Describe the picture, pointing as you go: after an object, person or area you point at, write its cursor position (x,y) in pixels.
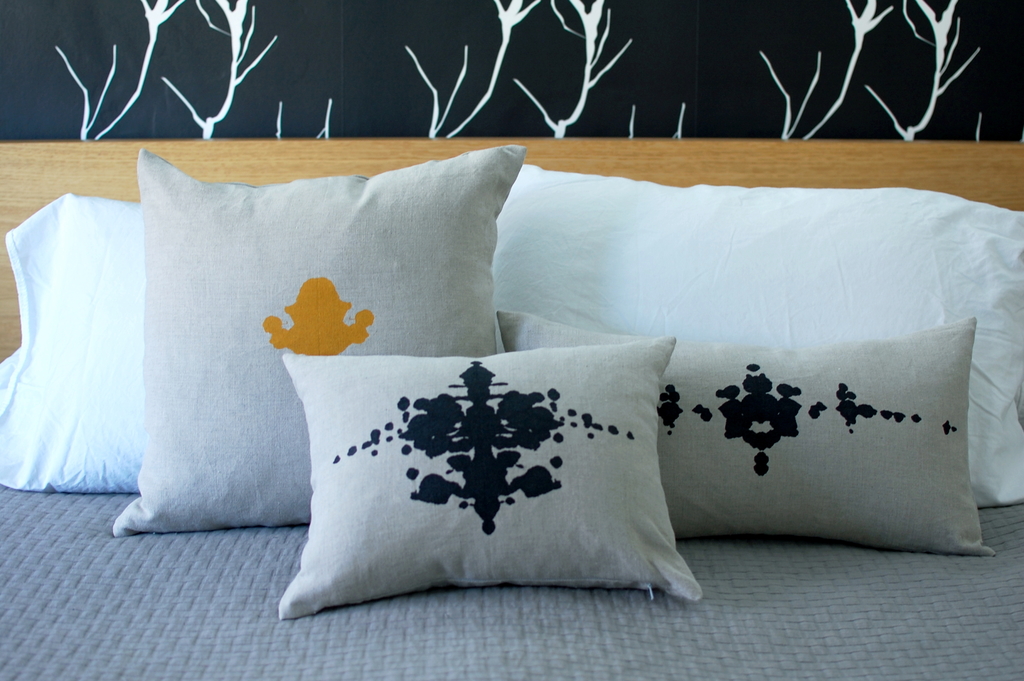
In this picture we can see pillows (563,406) on a cloth (475,673) and in the background (262,174) we can see a wooden object (448,148) and painting (298,63) on the wall (460,40).
